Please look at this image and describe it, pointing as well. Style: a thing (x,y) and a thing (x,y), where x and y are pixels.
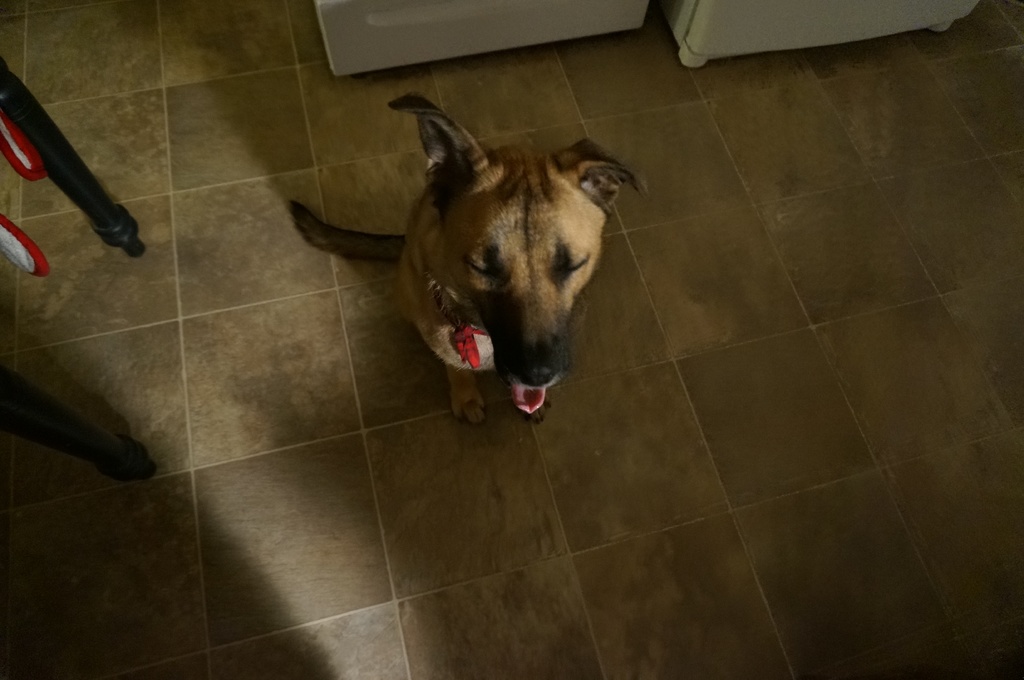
In the center of this picture (404,280) we can see a dog (458,258) seems to be sitting on the floor (563,434). In the left corner (89,198) we can see the metal rods (71,428). In the background (397,51) we can see some other objects (677,39).
